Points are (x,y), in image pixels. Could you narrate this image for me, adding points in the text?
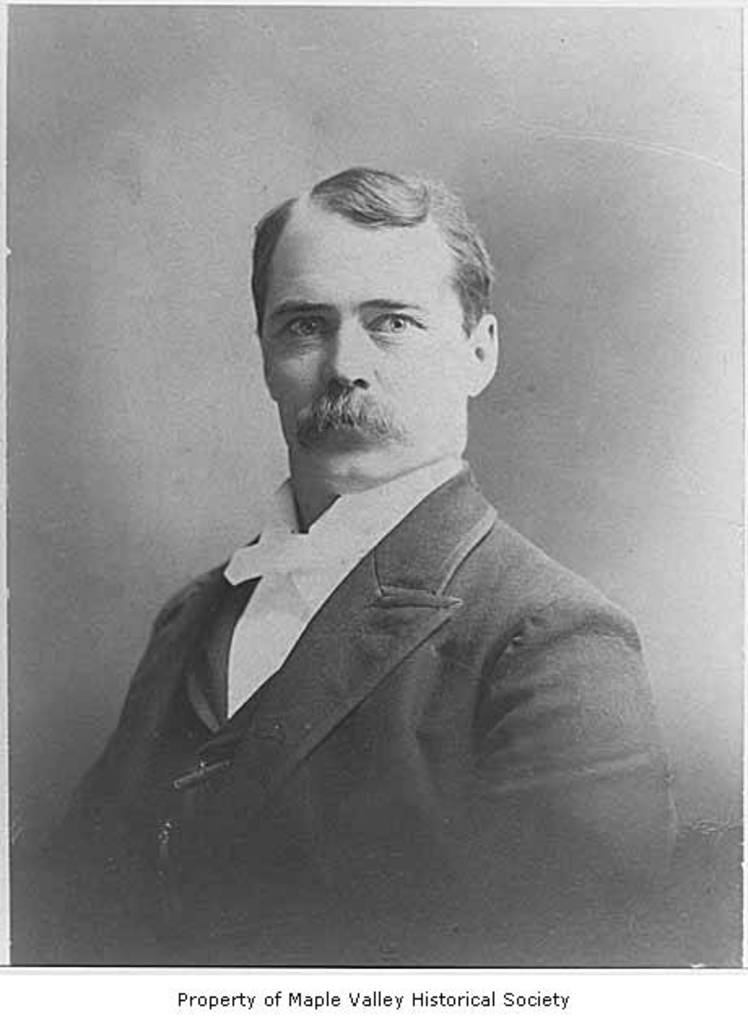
This is a black and white picture. In this picture, we see a man (283,677) is wearing the white shirt (267,641) and black blazer (381,832). He might be posing for the photo. In the background (44,881), it is grey in color. At the bottom (253,996), we see some text (290,996) written. This might be a photo frame.
